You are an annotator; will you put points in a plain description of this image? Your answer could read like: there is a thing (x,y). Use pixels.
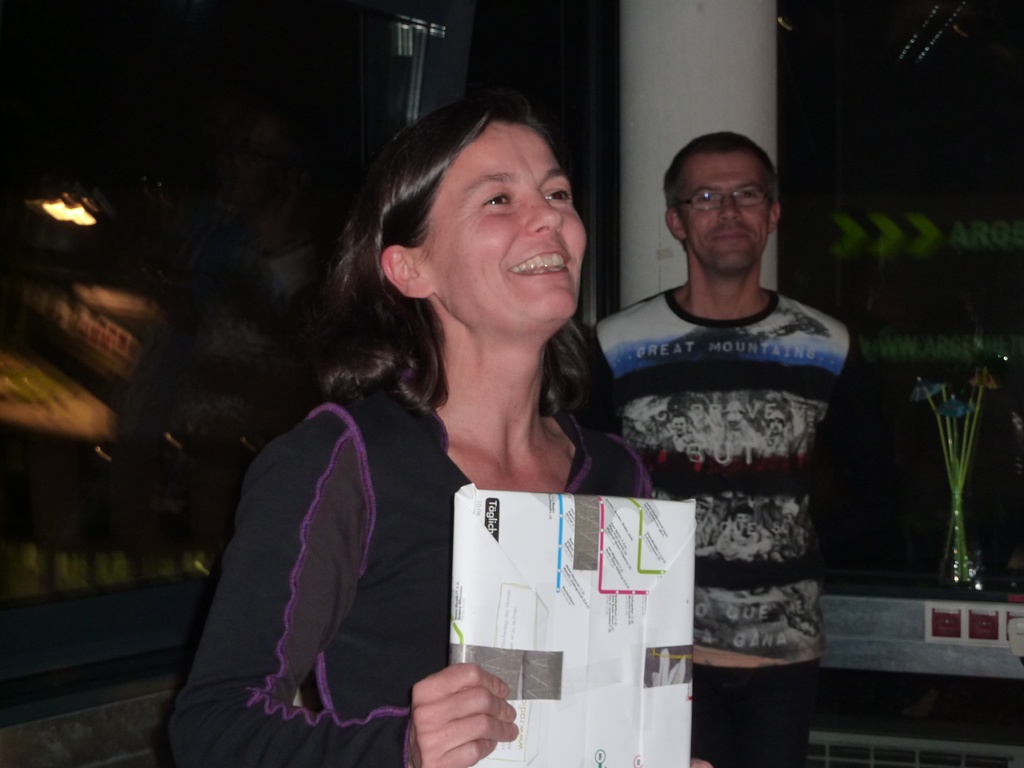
In this image we can see a woman (415,390) is standing and smiling and holding an object (625,643) in the hand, at the back (737,345) a man (717,312) is standing, there is a pillar (647,239), there is a light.
